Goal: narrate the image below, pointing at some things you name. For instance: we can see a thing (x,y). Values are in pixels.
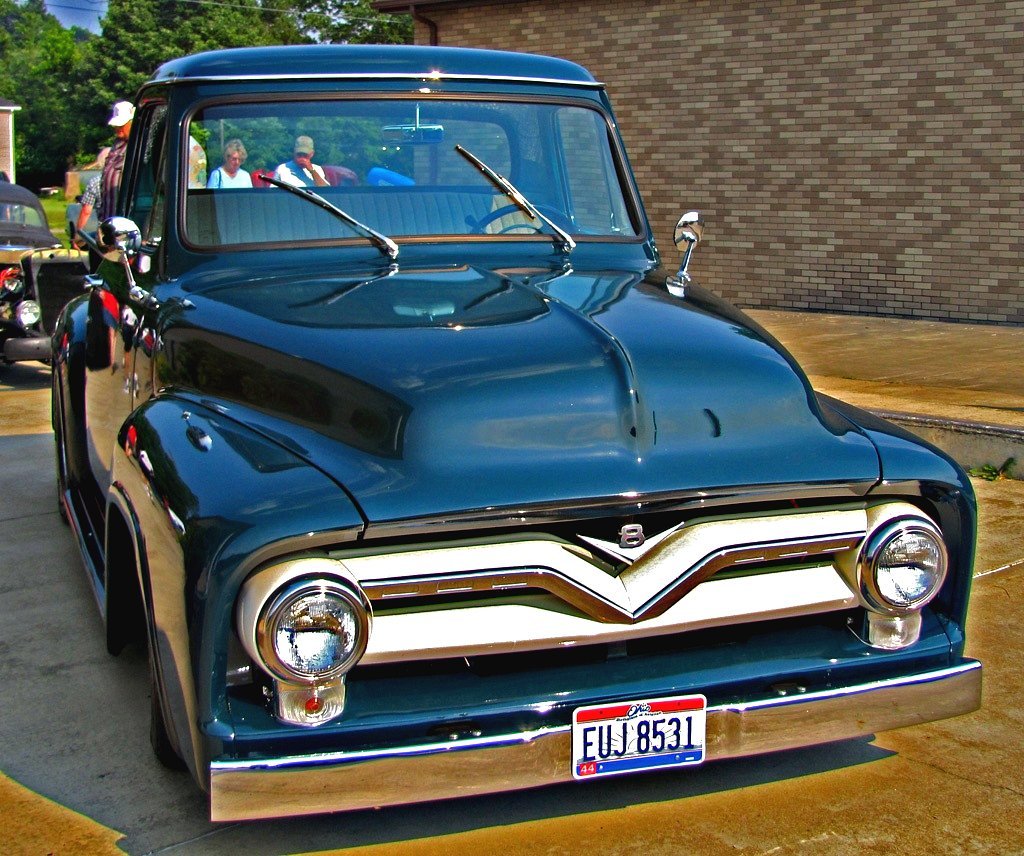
In this picture we can see a few vehicles (471,106) on the path (34,508). There are some people (109,172) and few trees (78,40) are seen at the back (157,21). A wall (878,304) is visible on the right side (858,29).
